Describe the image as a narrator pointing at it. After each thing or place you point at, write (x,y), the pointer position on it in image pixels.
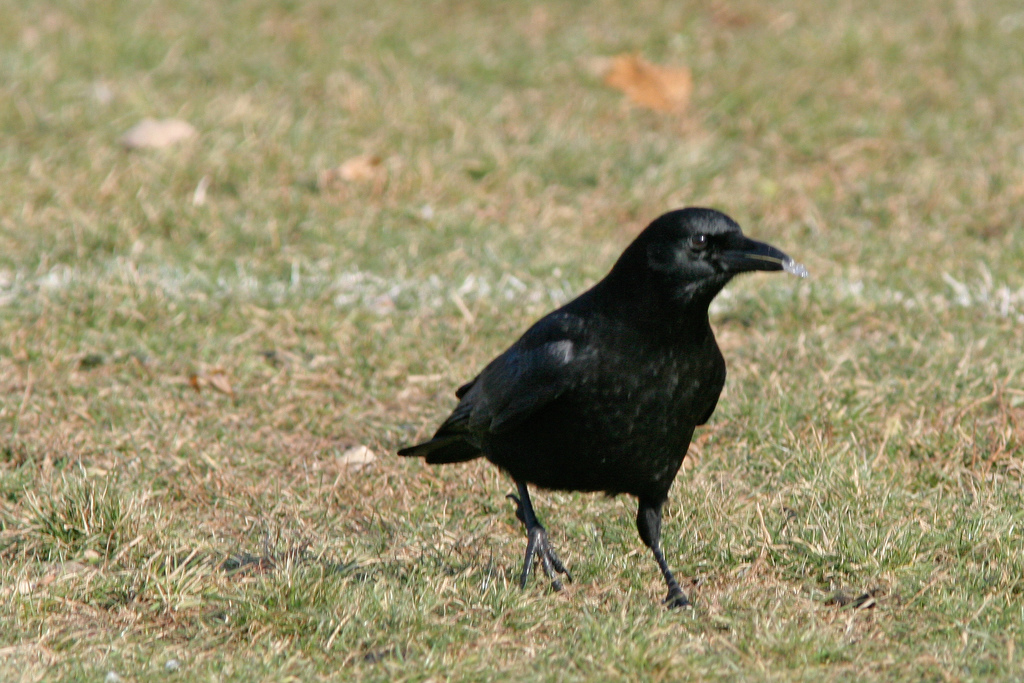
In this image we can see one crow (649,468) on the ground (844,366) with some food (794,268) in the crow mouth (776,268), some green grass (553,172) on the ground (302,238) and some objects (152,144) on the ground (372,437).
